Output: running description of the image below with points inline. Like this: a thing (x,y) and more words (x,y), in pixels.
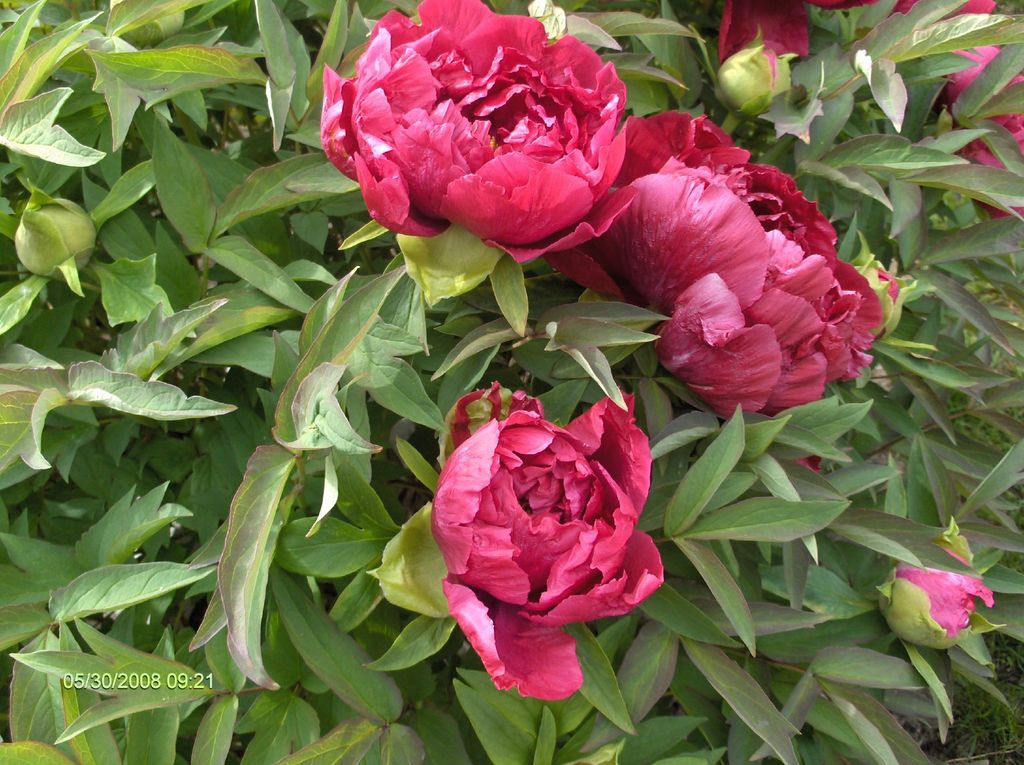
In this image we can see red color flowers (510,143) and green color leaves (355,197) and buds (73,211).
